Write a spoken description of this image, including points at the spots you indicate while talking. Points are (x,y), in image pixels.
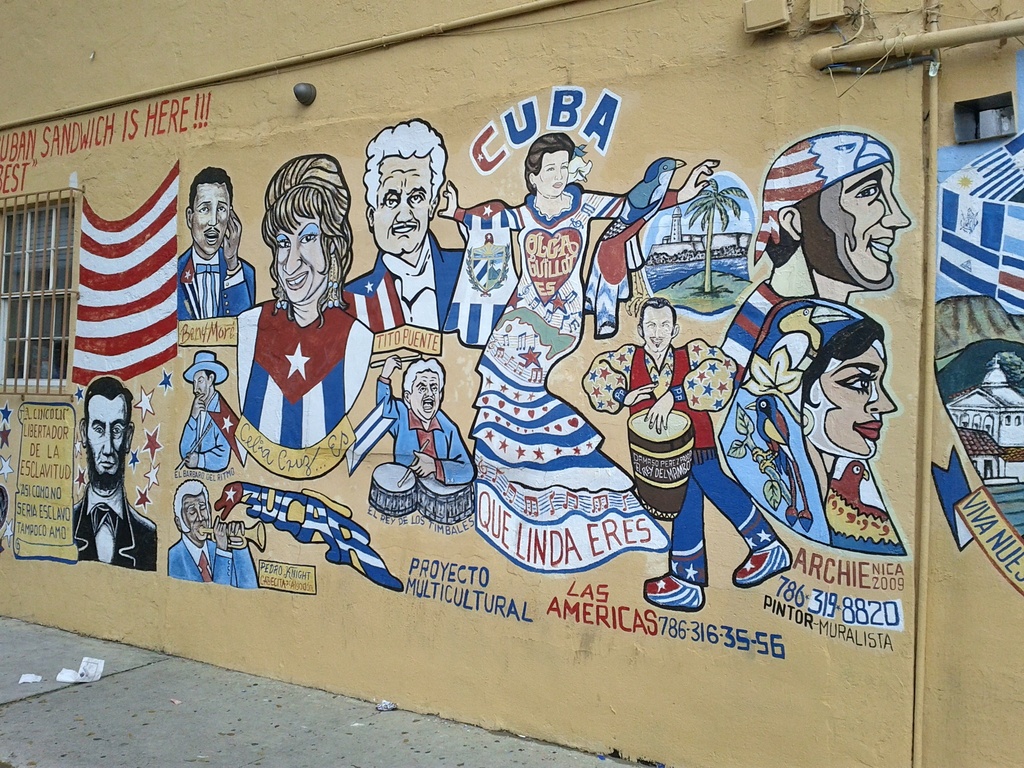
In the center of the image (467,443) there is a wall (570,298). We can see some pictures (491,367) and text (188,339). On the left side of the image (56,354) we can see a window (46,300). At the top of the image (854,52) we can see pipes (862,44), boards (815,11), wires (853,70). At the bottom of the image (119,702) we can see papers (97,666), floor (265,689).
